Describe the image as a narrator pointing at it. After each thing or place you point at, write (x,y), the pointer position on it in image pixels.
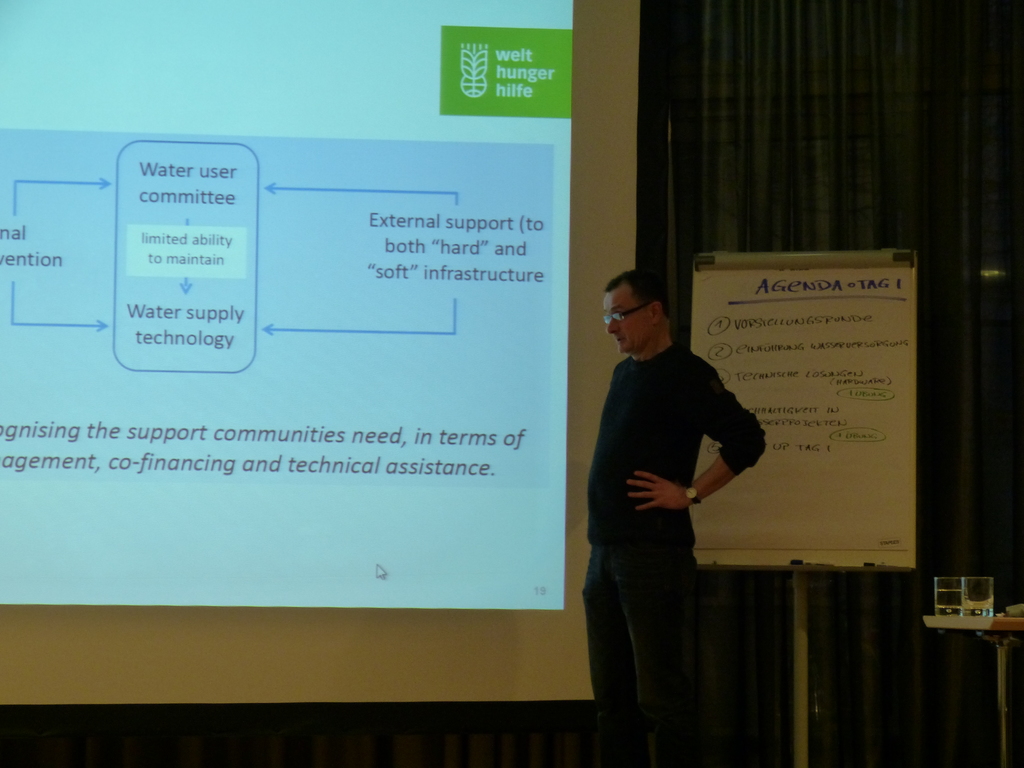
There is a person (616,459) standing and wearing a specs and watch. On the right side (715,532) there is a stand (697,511) with something written on that. On the left side (316,450) there is a board (307,443) with something on that. Also there is a table (989,626). On that there are glasses (986,598). In the background (874,116) there is curtain (818,100).
